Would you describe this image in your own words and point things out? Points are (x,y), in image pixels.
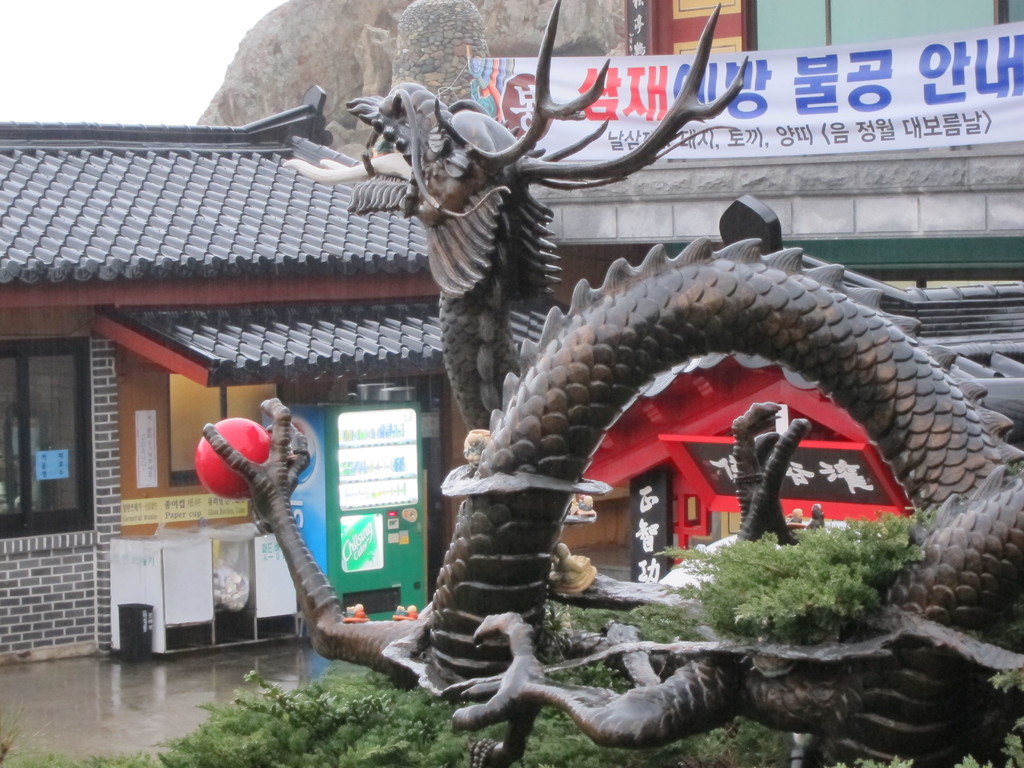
In this picture I can see a statue (968,611) of a dragon (988,672), there are plants (732,723), houses (782,396), banner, a refrigerator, rock (304,6) and some other items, and in the background (191,66) there is sky (235,46).
